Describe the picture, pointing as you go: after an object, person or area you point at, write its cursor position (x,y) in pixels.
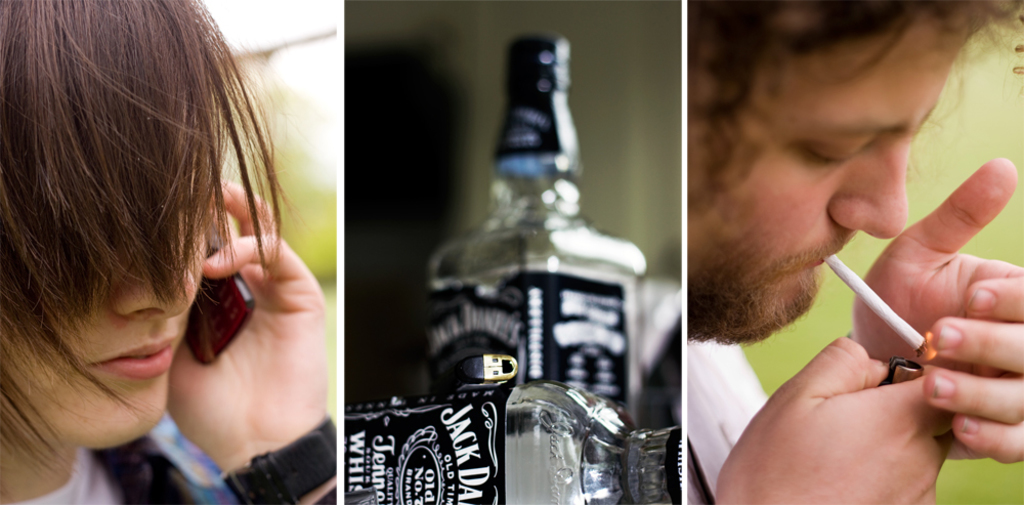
This picture is a collage of three images. In the first image, the person (130,294) is holding a mobile phone (213,310) near his ear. In the second picture, there is whisky bottle (476,427). In the third picture, the person (781,254) is lighting a cigarette (873,298) here.
